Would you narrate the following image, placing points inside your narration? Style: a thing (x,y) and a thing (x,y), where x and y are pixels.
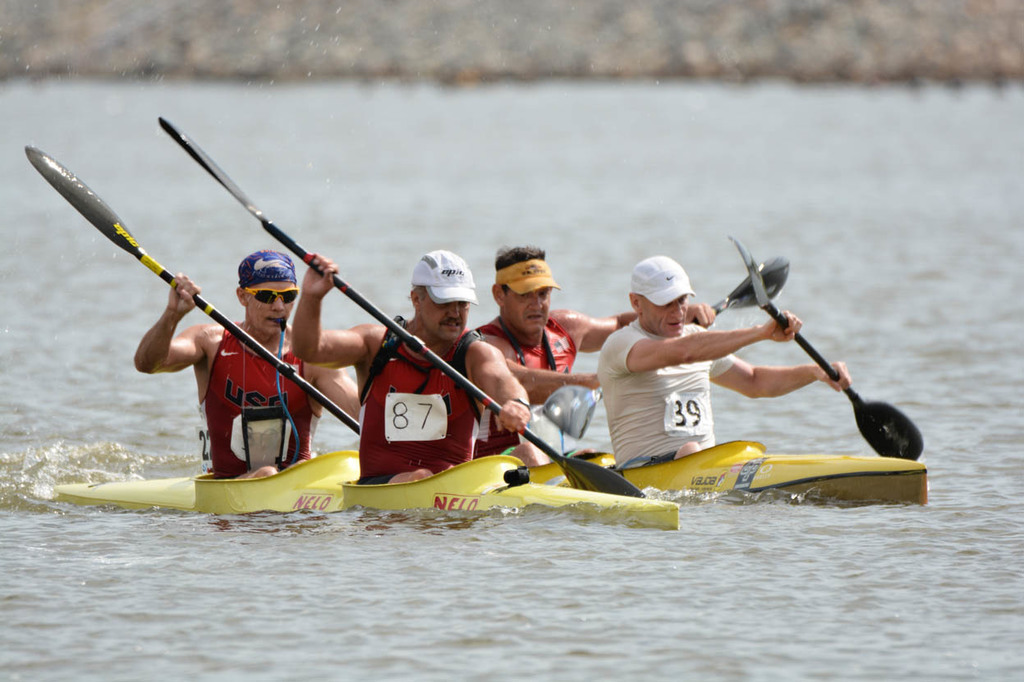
In the image there is water (98,470). On the water (70,559) there are few people (602,335) sitting on the kayak (718,448) and holding the paddles (767,310) in their hands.
